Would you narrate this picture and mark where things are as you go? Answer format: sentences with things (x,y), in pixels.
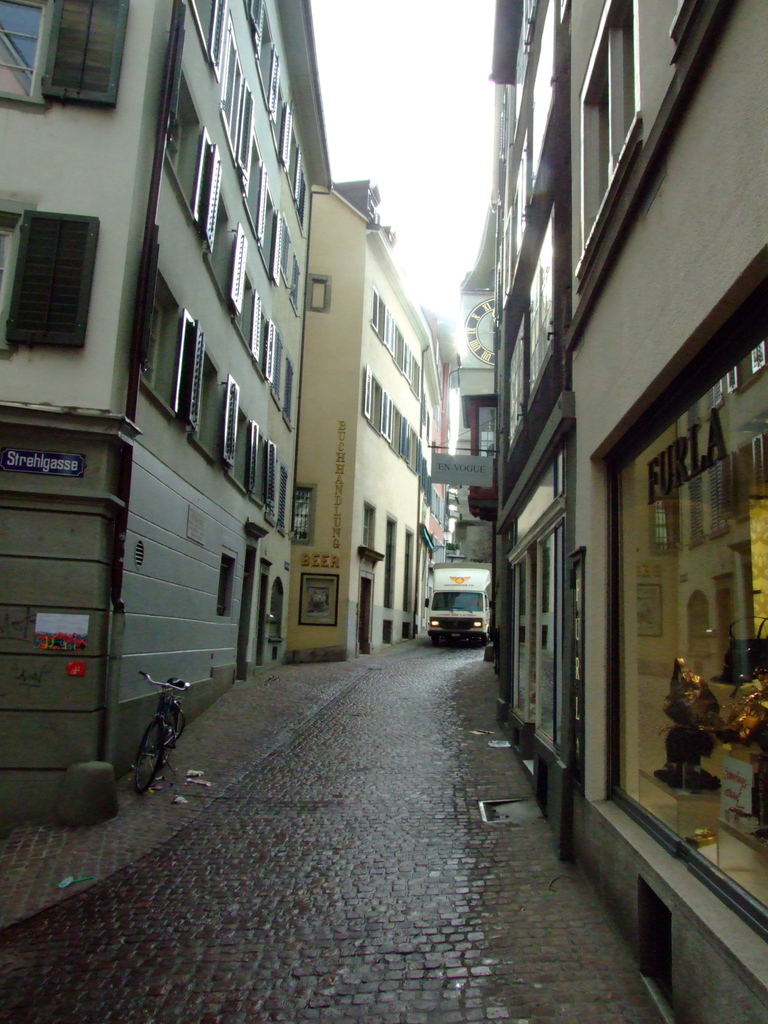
In the image we can see there are buildings (300,433) and these are the windows (92,90) of the buildings (534,108), in between there is a road (423,792) and we can see the vehicle (436,631) on the road (419,775) and a bicycle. Here we can see the shop (701,721) and the sky (397,180).
